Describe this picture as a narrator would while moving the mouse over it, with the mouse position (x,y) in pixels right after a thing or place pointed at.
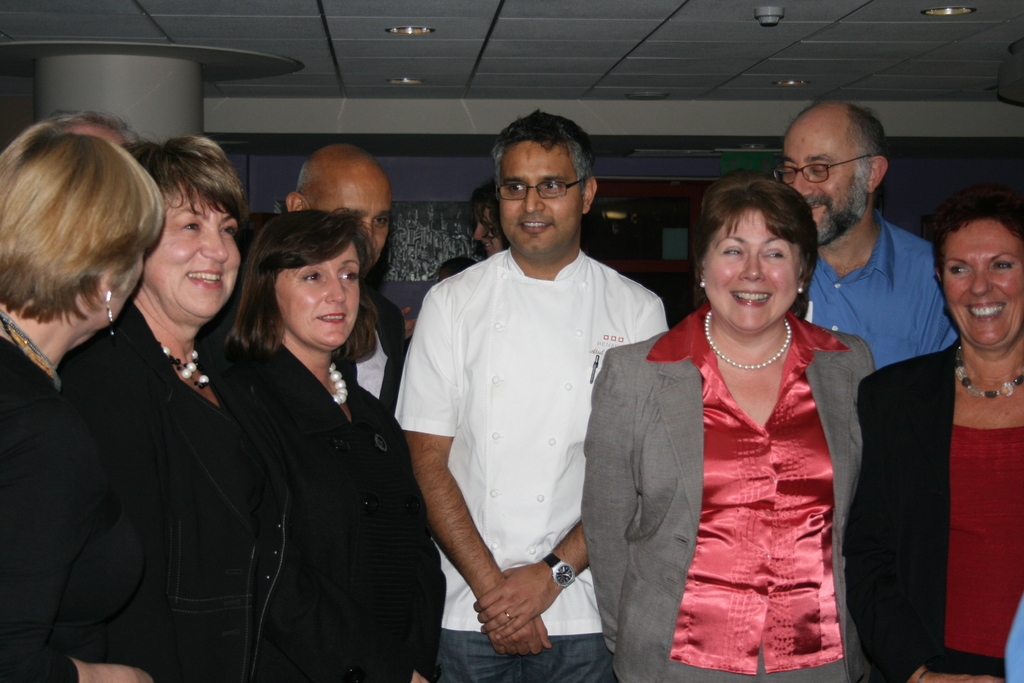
In this image I can see number of persons (276,404) are standing and smiling and I can see two of them are wearing spectacles (808,168). In the background (677,161) I can see the wall (414,187), a pillar (162,80), the ceiling (327,62) and few lights (937,9) to the ceiling (466,71).
